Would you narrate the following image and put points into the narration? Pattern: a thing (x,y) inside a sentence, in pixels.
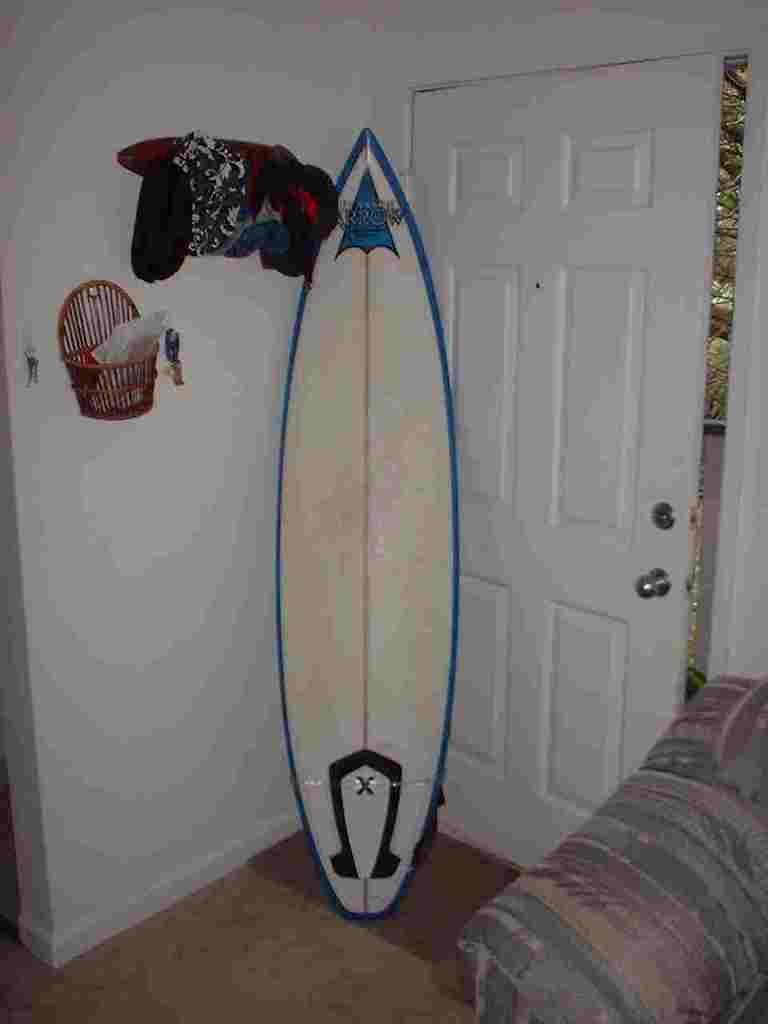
In the picture we can see inside the house (119,518) with a door (641,693) and beside the door (461,284), we can see a surfboard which is leaned near the wall (141,643) and to the wall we can see a small basket kind of thing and a hanger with clothes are hanged for it, and the door (602,645) is slightly opened from it we can see trees (732,121) which are outside.
